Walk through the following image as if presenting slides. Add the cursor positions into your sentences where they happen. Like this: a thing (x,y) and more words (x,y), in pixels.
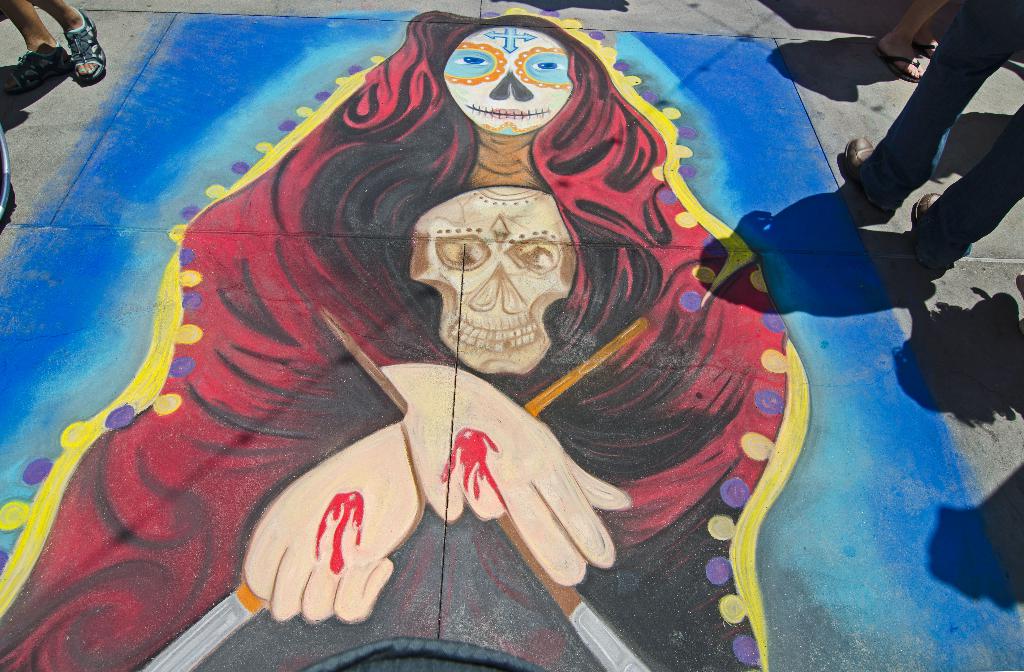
In this image there are people (986,23) standing on the floor (985,240) having a painting (593,345) of a woman (504,112) and a skull (483,281).
